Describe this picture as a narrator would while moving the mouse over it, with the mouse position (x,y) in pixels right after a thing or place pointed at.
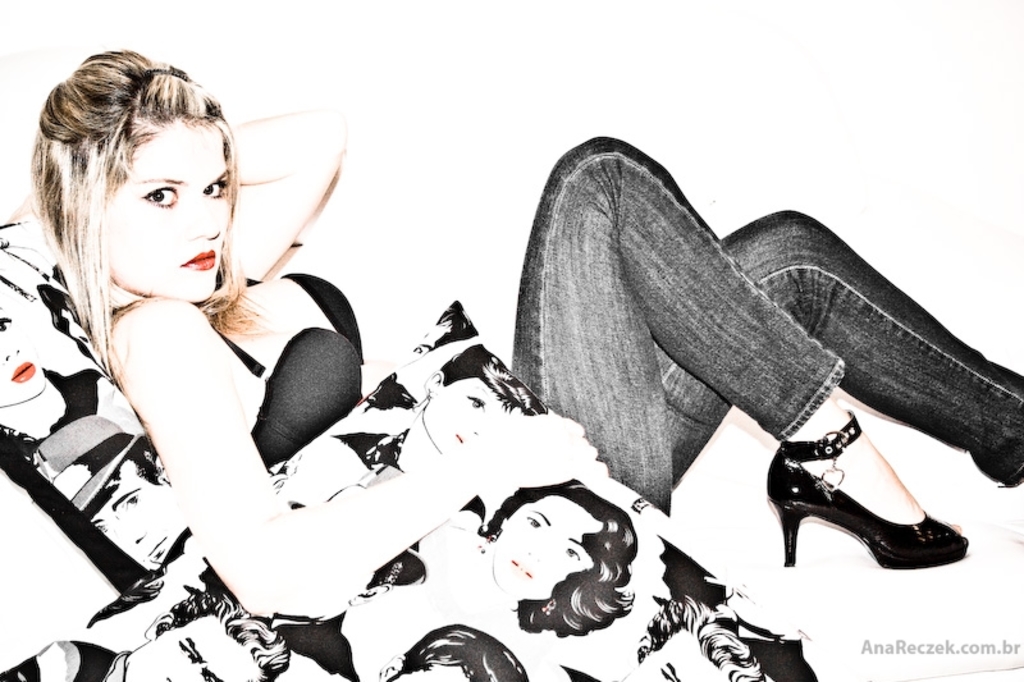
In this image we can see a lady (231,412) sitting on the sofa (884,589) and holding a cushion (451,582) in her hand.
